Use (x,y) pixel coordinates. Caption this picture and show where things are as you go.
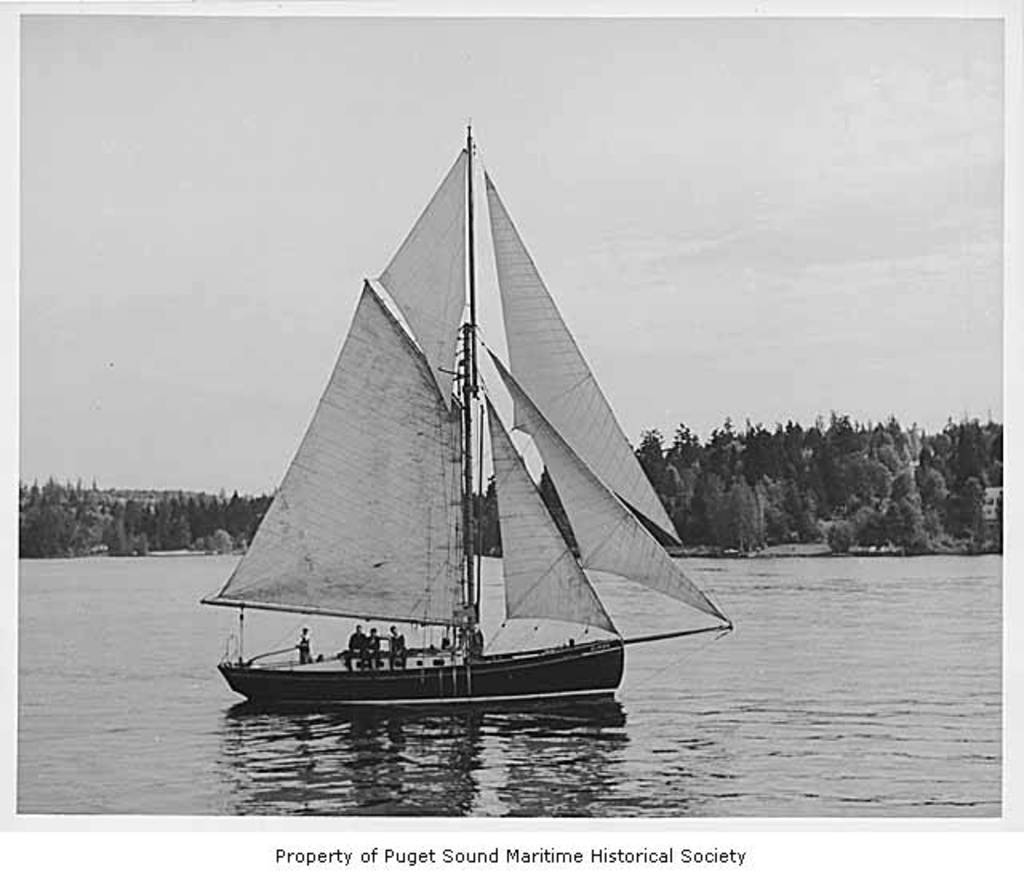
This picture is in black and white. Here, we see the man (346,660) is sailing the ship (236,686) in the water (380,758). There are many trees (700,508) in the background (721,471). At the bottom of the picture (447,850), we see some text (482,861) written. This picture might be taken from the textbook.
